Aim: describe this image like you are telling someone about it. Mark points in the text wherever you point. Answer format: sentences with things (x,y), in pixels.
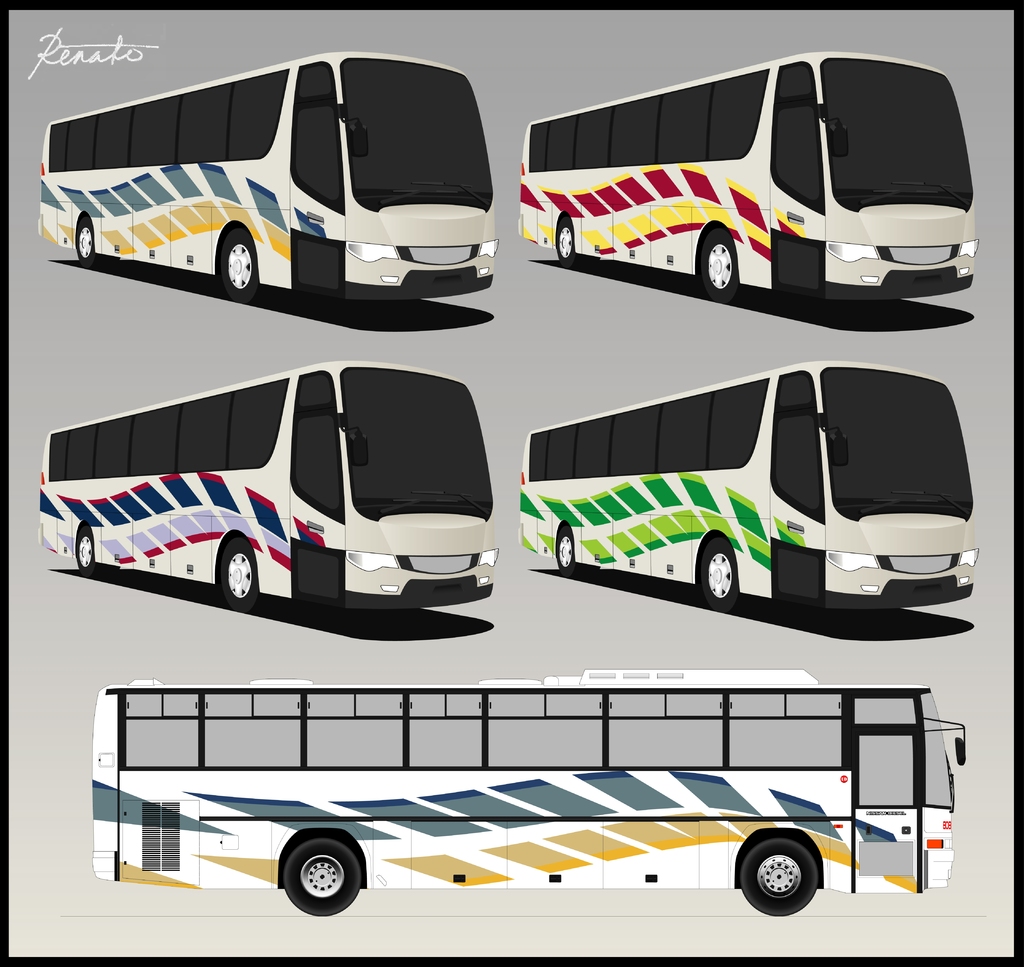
In the image there is an art (429,78) of buses (165,255) in various colors.
